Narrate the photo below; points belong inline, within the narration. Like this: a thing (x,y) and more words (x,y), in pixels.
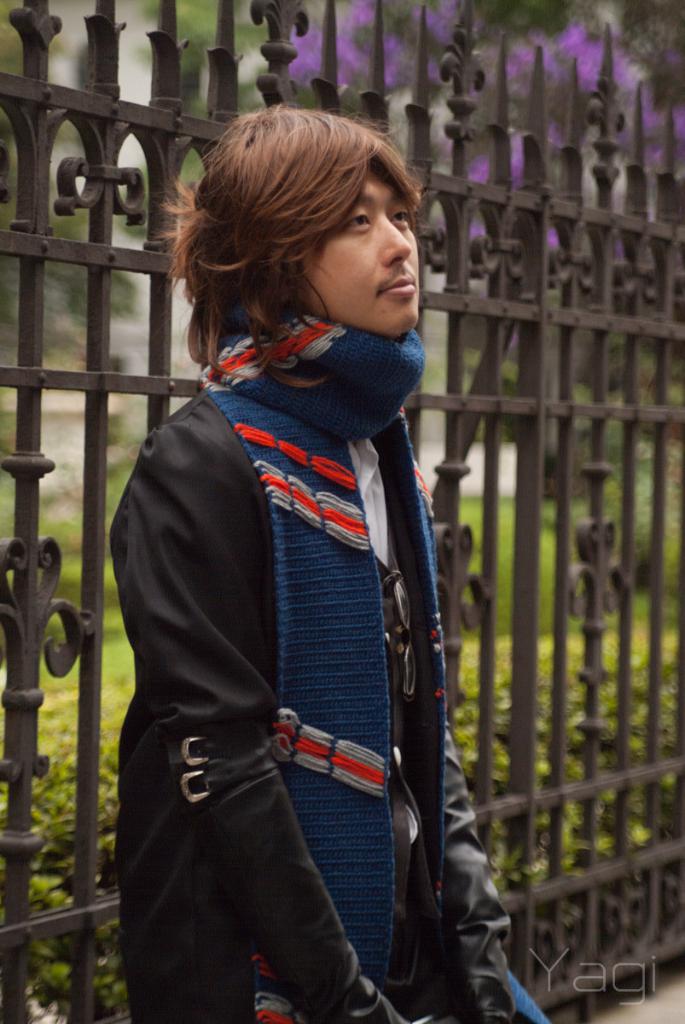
In this image, we can see a person (225,610) wearing a scarf (327,532) and jacket (349,982). He is standing near the grills (19,376). Background (618,440) we can see the blur view. Here we can see few plants (636,545). Right side (578,983) bottom corner, there is a watermark (597,982) in the image.
